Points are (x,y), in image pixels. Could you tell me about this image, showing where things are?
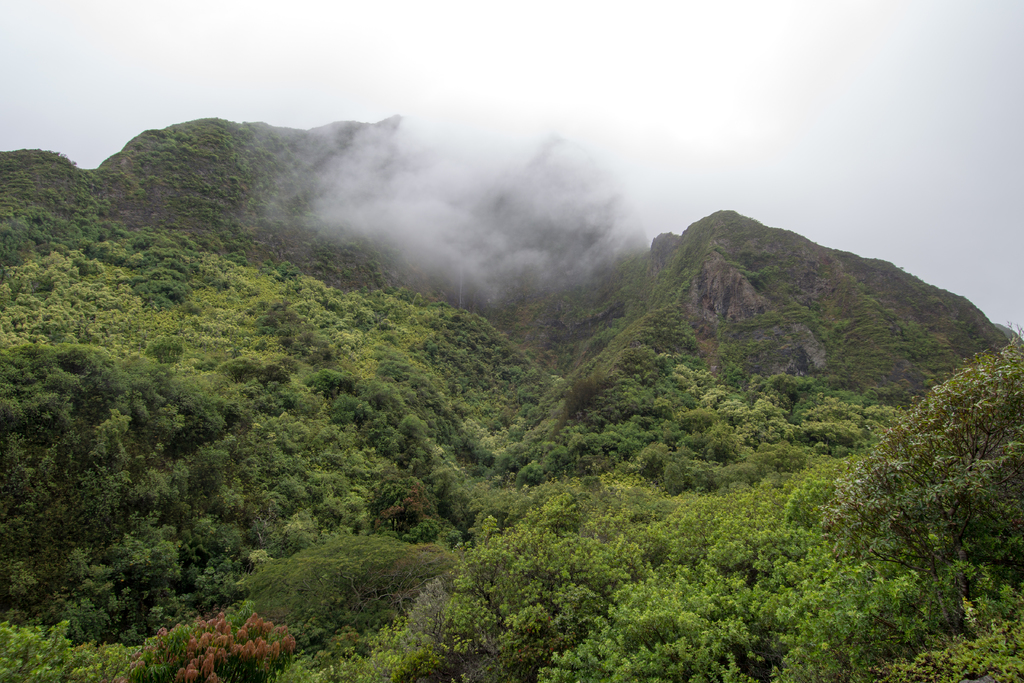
In the image there are many hills (676,418) with trees (531,529) and plants (390,487) all over the place and above its sky (497,66) with clouds (498,50).
